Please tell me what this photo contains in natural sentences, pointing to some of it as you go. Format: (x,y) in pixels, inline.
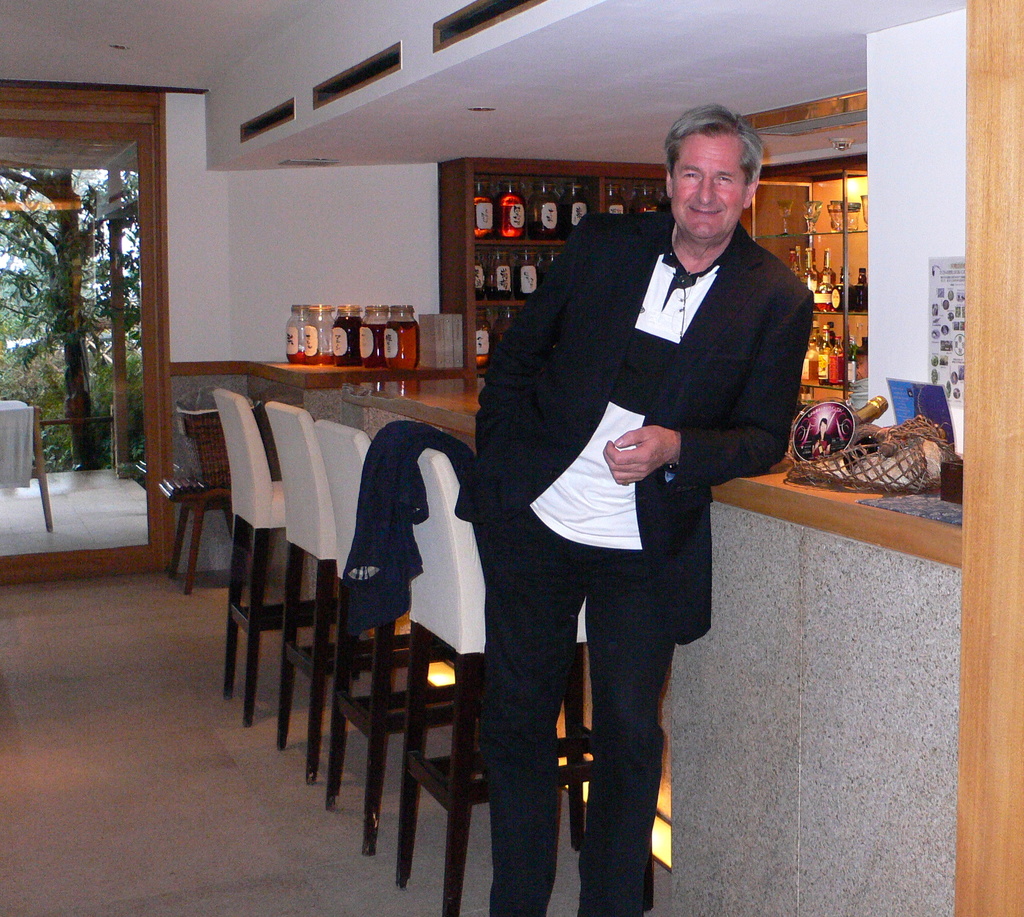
This image is clicked in a room (924,638) where it has so many chairs (275,411), bottles (376,320), glasses (820,208). There is a tree (49,339) on the left side (80,436). There is a person (522,438) standing in the middle (581,414) he is wearing black color dress (594,392). There is a paper (949,276) pasted on the wall (925,217) on the right side (961,400).
